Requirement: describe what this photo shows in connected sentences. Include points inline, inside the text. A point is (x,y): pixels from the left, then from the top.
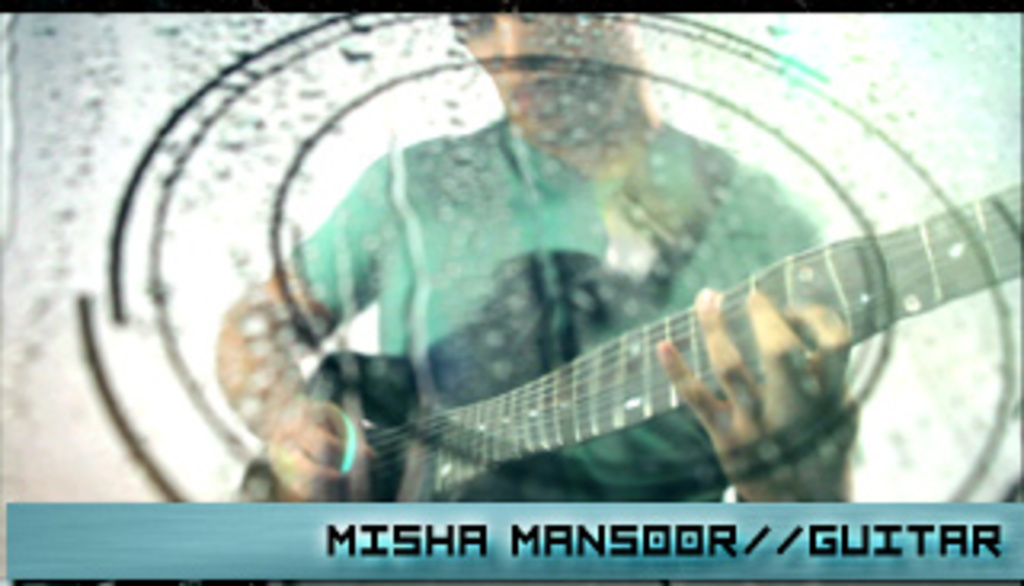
Here we can see a person (761,437) playing guitar (745,341) and there is a watermark (848,550).
